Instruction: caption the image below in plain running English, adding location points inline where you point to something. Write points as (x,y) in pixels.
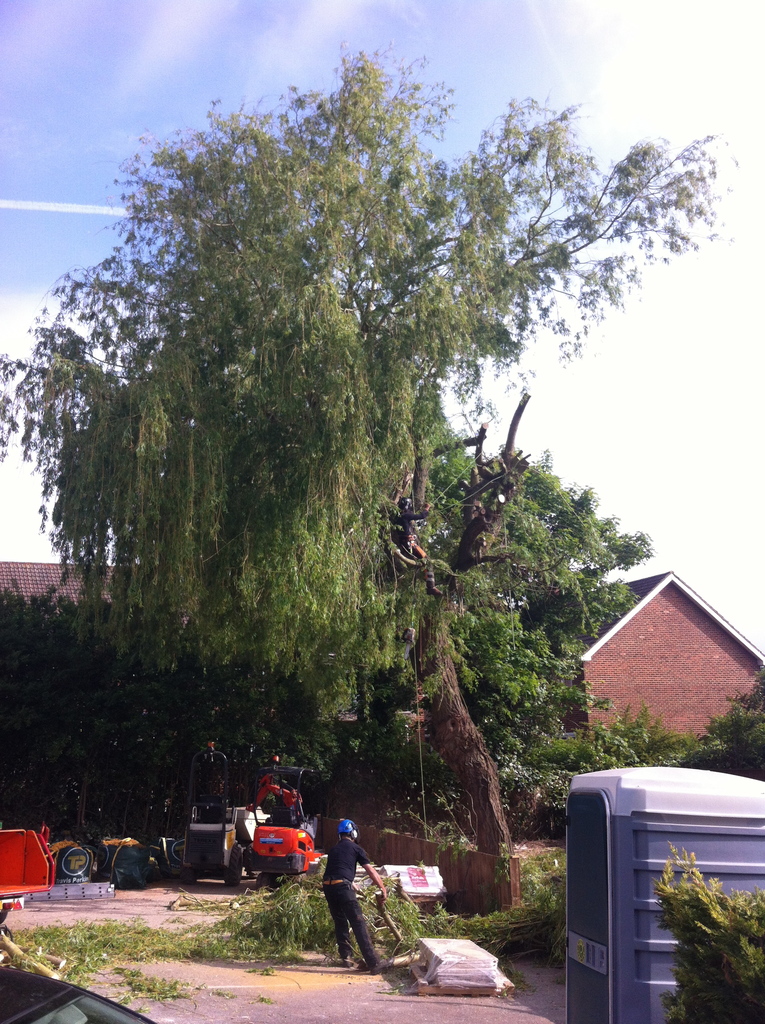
In the foreground of the picture (675,978), at the bottom right (731,980), there is a tree (710,975) and at bottom left (40,996), there is a vehicle (34,1020). We can also see a portable toilet (614,867) on the right (614,867). In the middle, there is a man (356,827) pulling a stem (399,933) of a tree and few objects (422,882) on the road (191,973). There is also a man (409,531) on a tree (342,456), few more trees (284,691), houses (72,584), vehicles (30,872), sky (71,140) and the cloud (639,76).
